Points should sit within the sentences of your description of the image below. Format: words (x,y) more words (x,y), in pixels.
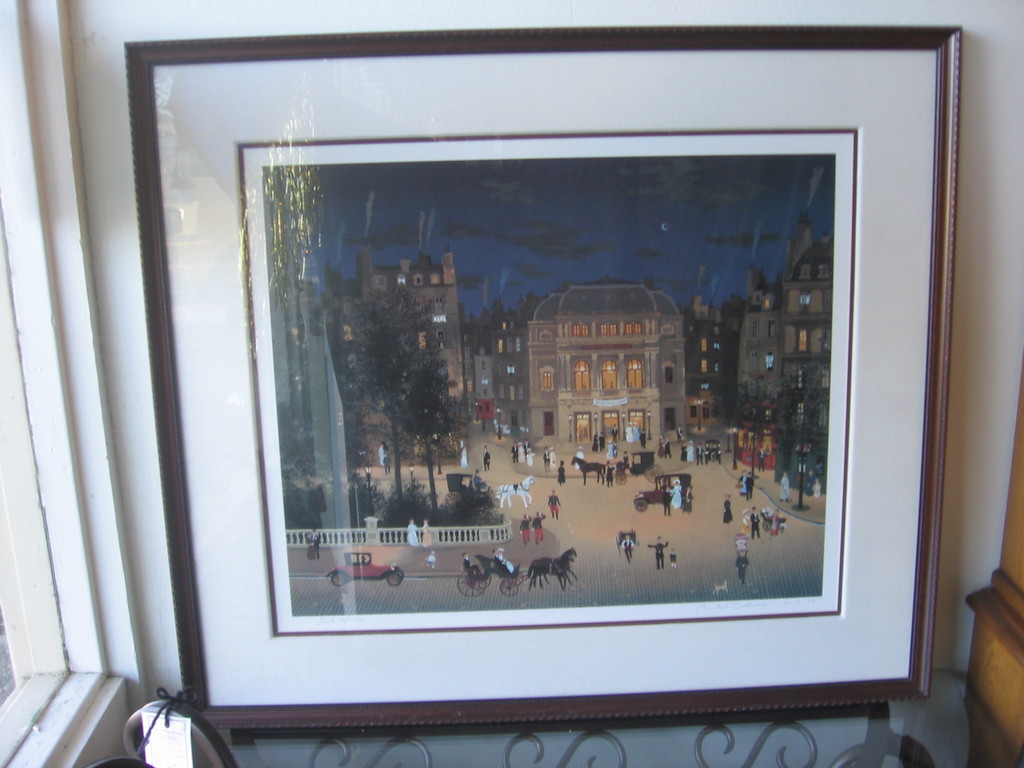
In this image we can see a photo frame (777,275) placed on the table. In which we can see some people (690,507) standing on the ground (622,505), some vehicles (488,575) parked on the ground (599,507), we can also see some trees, buildings (820,266) with windows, railing (497,534) and the sky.
